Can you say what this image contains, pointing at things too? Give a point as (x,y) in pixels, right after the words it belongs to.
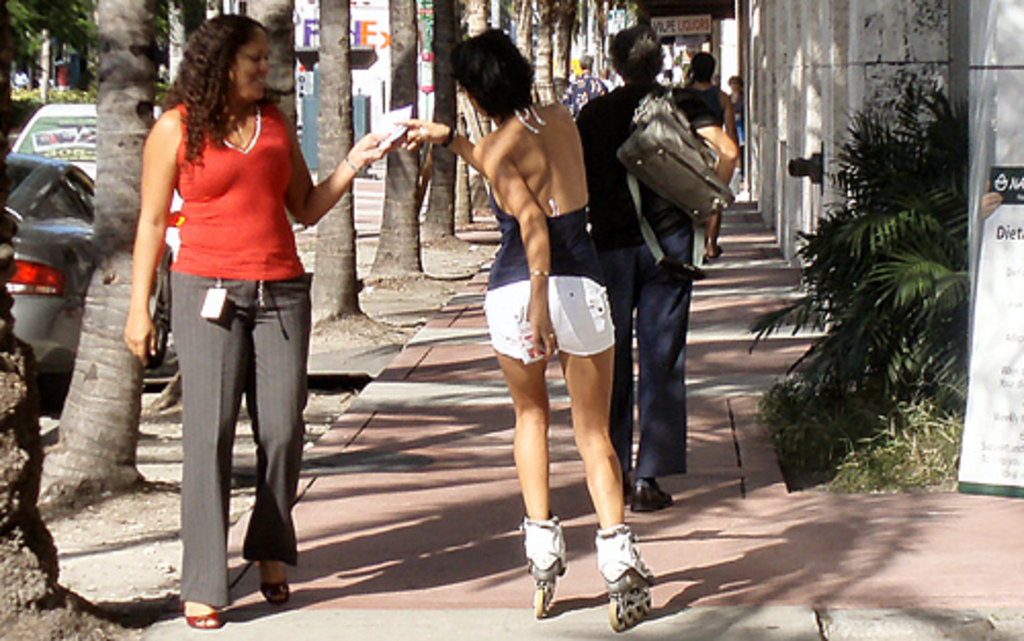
In the foreground of this image (523,297), there is a woman (549,185) with skate shoes (627,606) on the surface (720,581). On left (247,378), there is a woman (227,228) in red T shirt (252,242) and grey pant (284,401) walking on the ground (260,615). On right (929,347), we see plant (934,353), banners (1006,377), and the wall (922,57). On top (632,63), there is a crowd (638,41), trees (394,9), and vehicles (66,105).
